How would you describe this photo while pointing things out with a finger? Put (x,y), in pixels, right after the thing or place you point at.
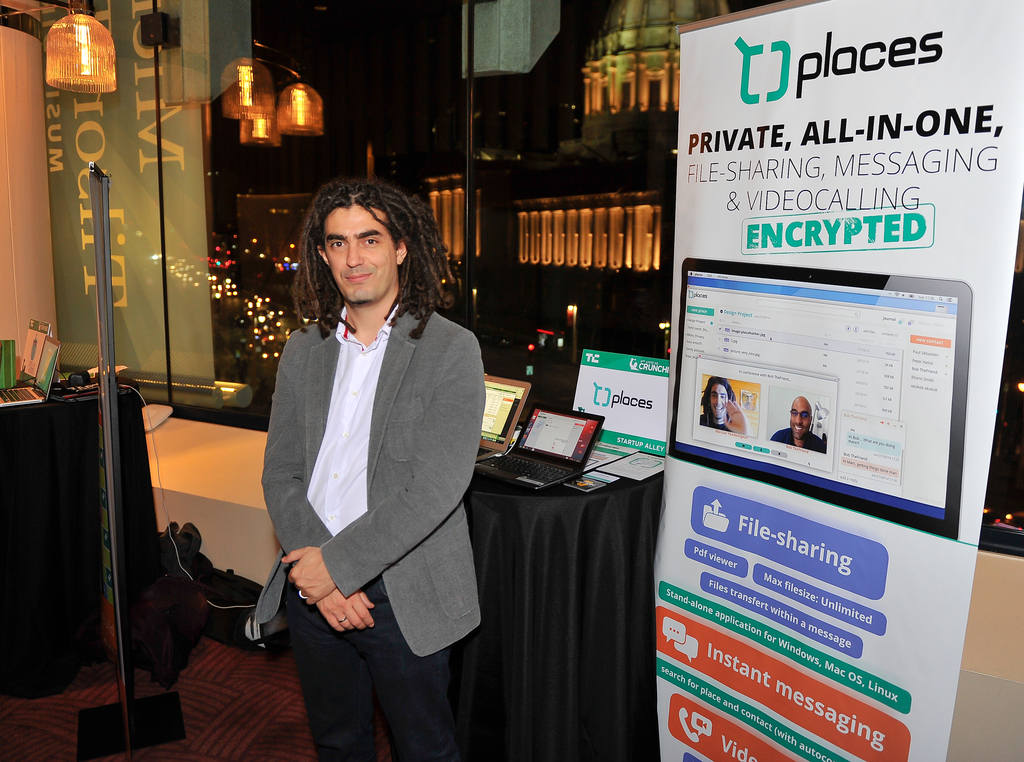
This image consists of a man (332,533) wearing a suit (393,563). On the right (703,502), there is a banner (982,504). In the background (584,461), we can see the laptops (597,434) kept on a table (595,499) which is covered with a black cloth (543,620). And we can see a window (433,174) along with lights (271,140). At the bottom (248,749), there is a floor (232,714).
